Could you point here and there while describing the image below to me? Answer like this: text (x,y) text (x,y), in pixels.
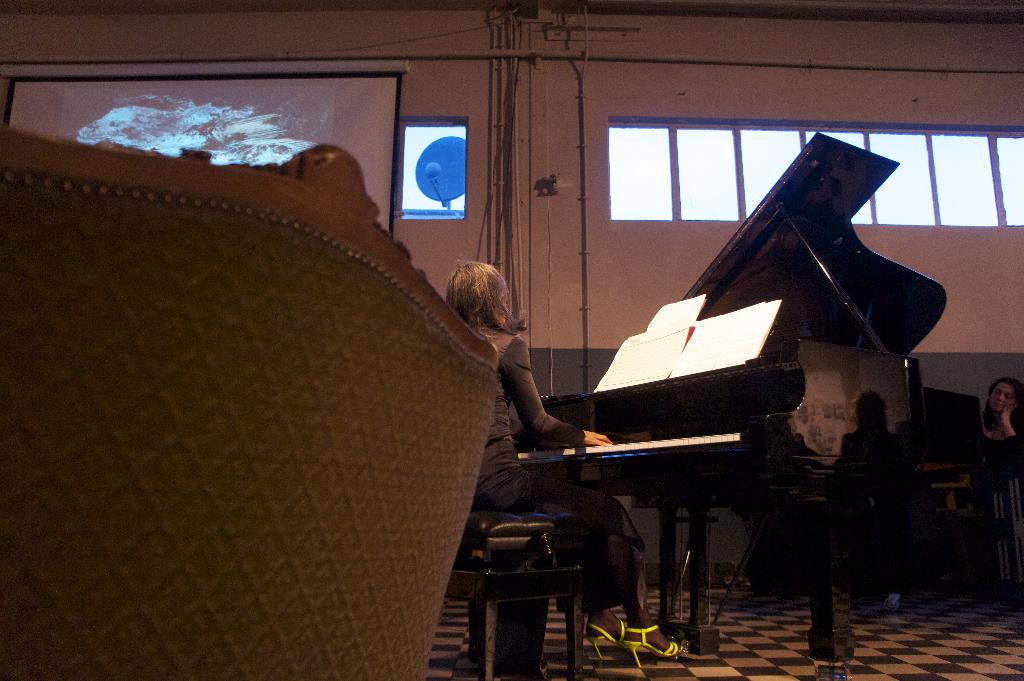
In this picture a lady (520,495) who is dressed in black is playing piano (662,425), on top of which books (680,371) are placed. We can also observe a sofa (274,373) to the left side of the image (273,463). In the background (651,174) there are few glass windows (959,162) and projector screen (311,135) and few pipes (505,67). There is also a person (1005,405) sitting on the right side of the piano (879,432).
